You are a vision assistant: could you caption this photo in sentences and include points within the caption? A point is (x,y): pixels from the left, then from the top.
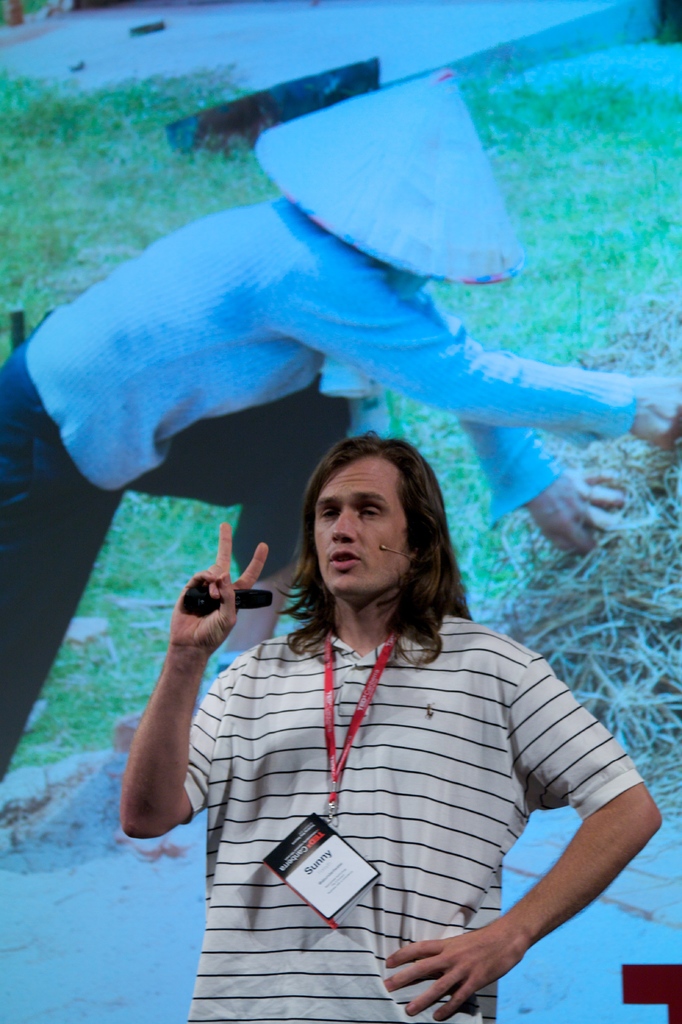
In this image we can see a person (378,560) standing and has a mic (400,552) to his face (365,582) and holding an object (236,601), in the background (252,621) there is a screen (528,327), on the screen (514,398) there is a person (358,382) holding a dry grass (633,441) and beside the person (604,392) there is a grass (98,184) and a road (366,36).
